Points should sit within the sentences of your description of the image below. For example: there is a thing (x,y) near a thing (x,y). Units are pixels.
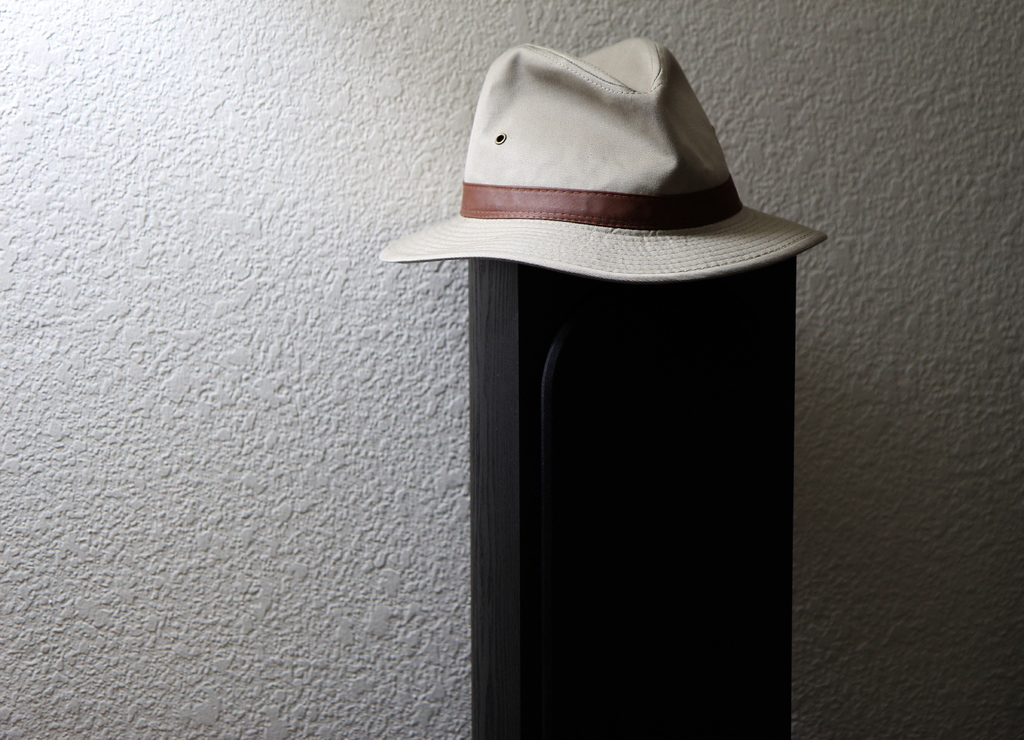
In this image I can see there is a wooden table (561,419) and there is a cap (699,208) placed on it.
